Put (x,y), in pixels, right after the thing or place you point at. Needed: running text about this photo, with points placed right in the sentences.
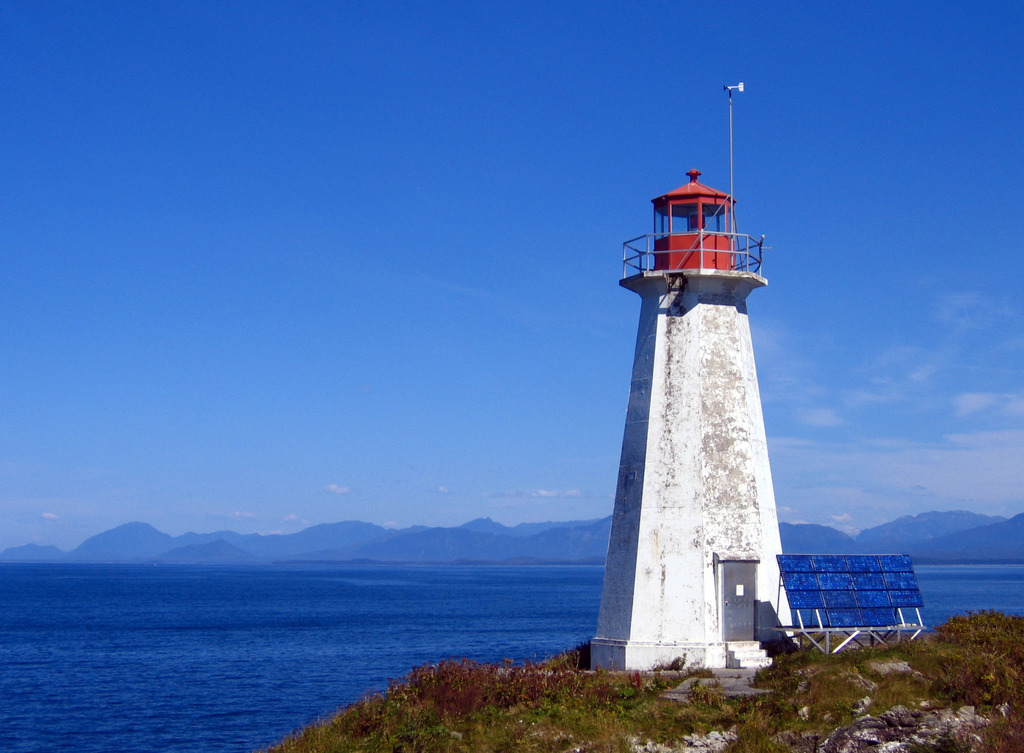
At the right bottom of the image (897,668) there is ground (516,695) with grass (560,704) and also there is a white tower (692,586) with door (723,593), steps (738,663), railing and also there is a red room (689,230). In front of the tower (777,579) at the right side (854,599) there is a blue color object (858,624). Behind them there is water (584,577) and also there are hills (144,545). In the background (357,252) there is a blue sky (356,159).
